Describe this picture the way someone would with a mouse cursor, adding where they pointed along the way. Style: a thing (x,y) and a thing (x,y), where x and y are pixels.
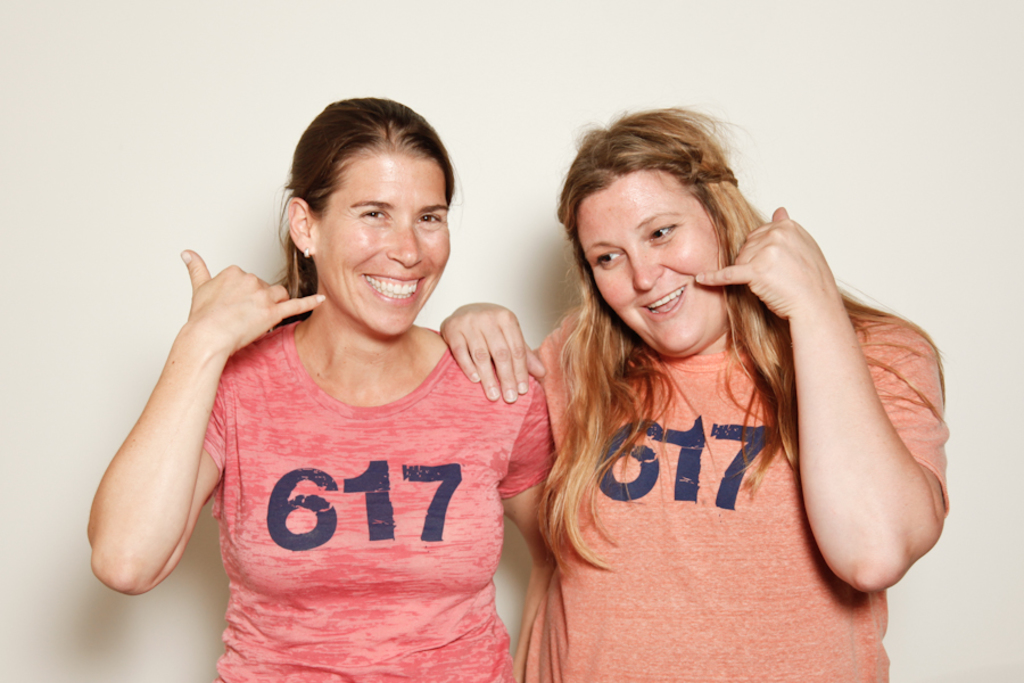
In this image we can see two women (569,484) are smiling. One woman (349,315) is wearing pink color t-shirt (348,614) and the other one (771,613) is wearing orange color t-shirt (743,528). We can see white color wall (886,227) in the background (18,204).
